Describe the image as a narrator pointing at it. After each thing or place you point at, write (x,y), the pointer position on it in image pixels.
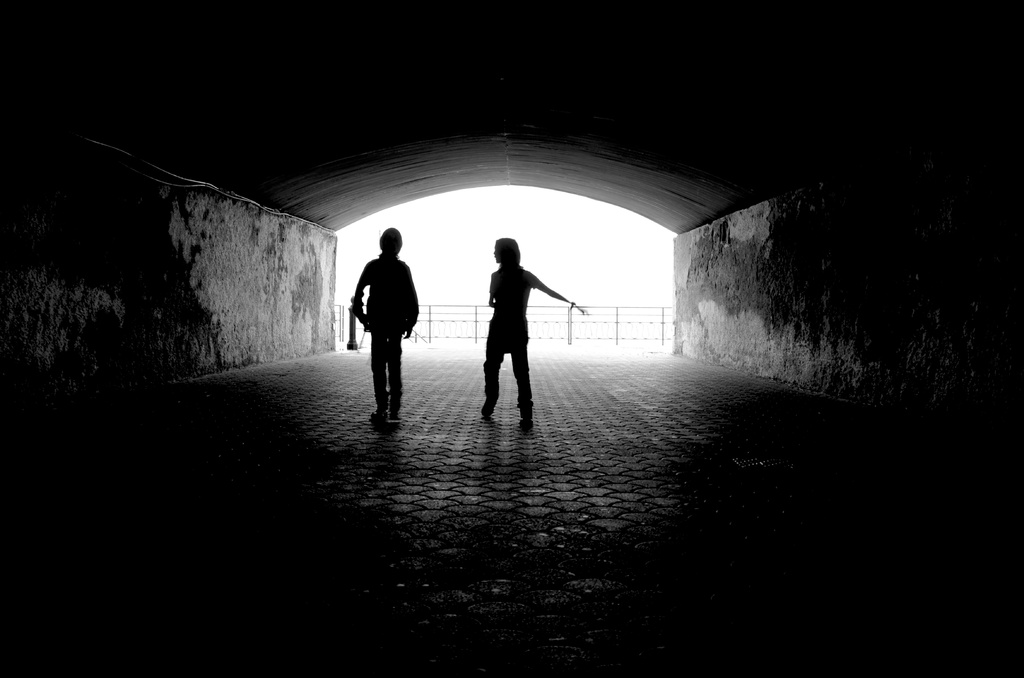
This image is a black and white image. This image is taken outdoors. At the bottom of the image (516,553) there is a floor (595,426). In the middle of the image (382,373) two persons (387,303) are standing on the floor (345,362). In the background (478,324) there is a railing (465,321). On the left (137,299) and right sides of the image there are two walls (717,299). At the top of the image (318,92) there is a roof (422,110).
